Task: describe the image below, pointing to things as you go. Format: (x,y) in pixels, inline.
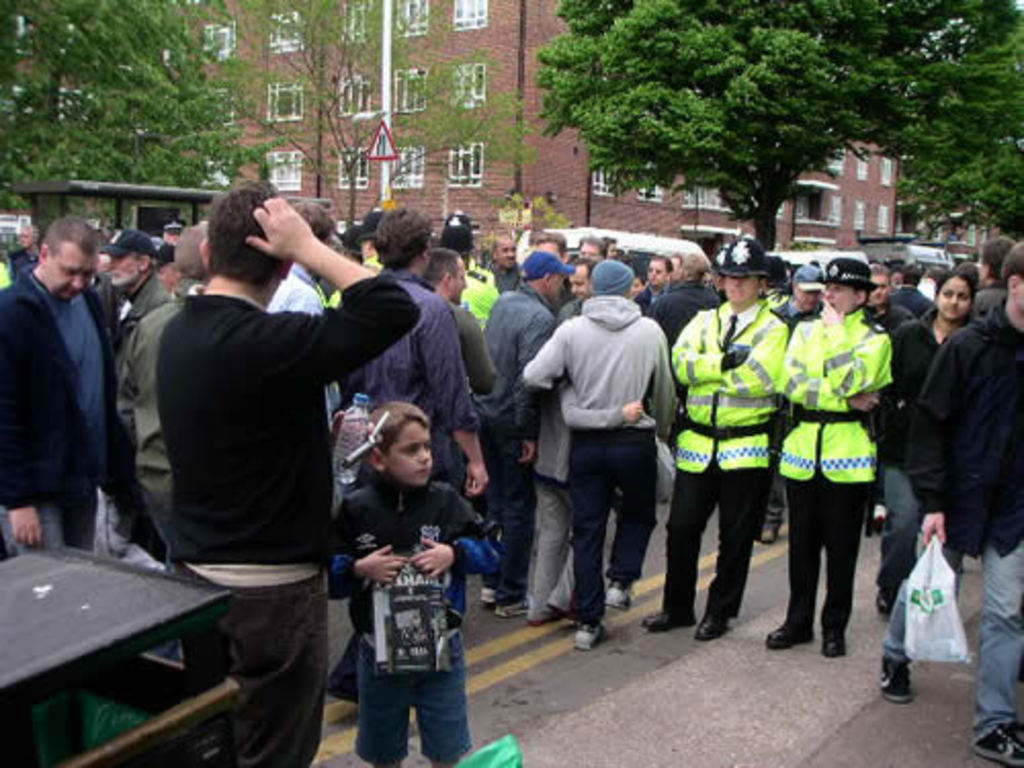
In this image I see number of people (491,328) in which these 2 persons (737,342) are wearing same dress (710,372) and this person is holding things (341,431) in his hand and this man (953,407) is holding a cover (910,599) in his hand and I see the road (829,729). In the background (72,70) I see the buildings (720,220), vehicles (643,241), trees (40,1) and a pole (387,34) over here and I see the sign board (380,155) over here.
